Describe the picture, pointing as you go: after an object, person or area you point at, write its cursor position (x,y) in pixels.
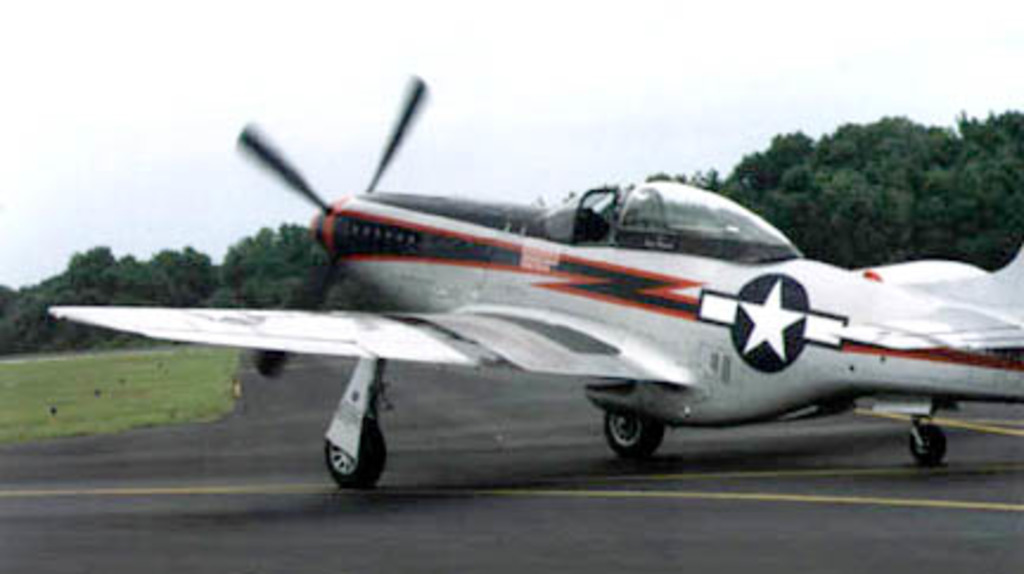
In this image I can see a white colour aircraft (376,269) and here I can see a logo (767,291) on it. I can also see yellow colour lines (1017,430) on road (229,411), grass (118,382) and number of trees (59,294) in background (70,331).
